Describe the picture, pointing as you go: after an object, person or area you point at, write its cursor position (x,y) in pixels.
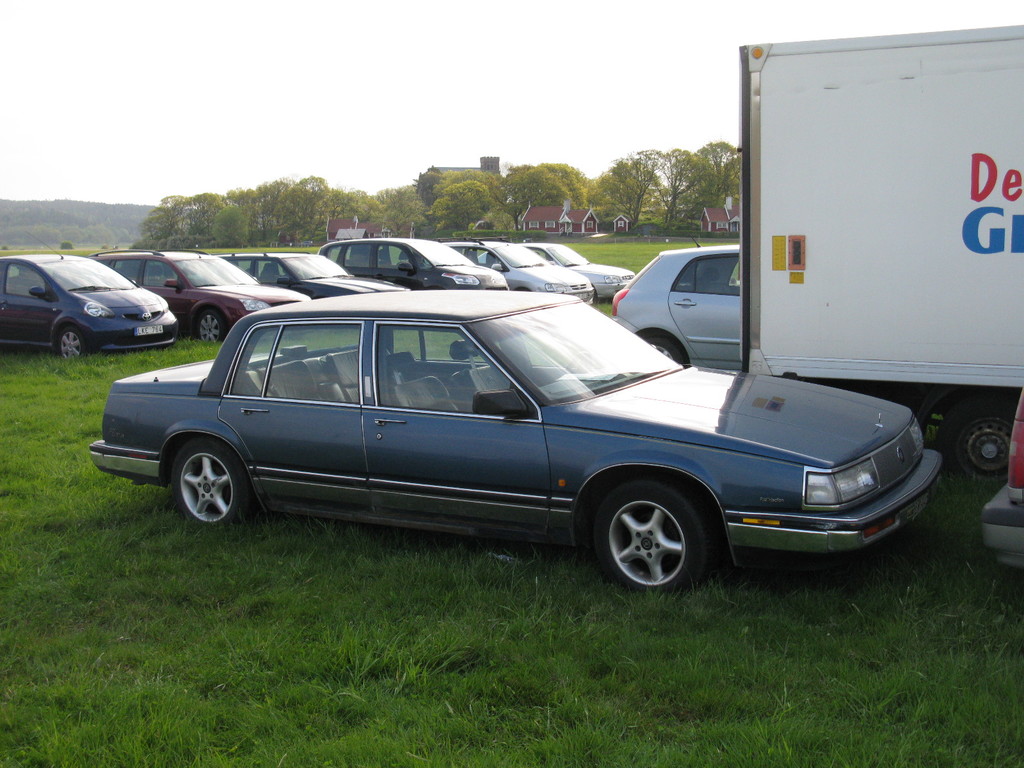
In this image we can see cars (391,349) are parked on grassy land (319,590). Right side of the image (874,174) one truck (880,230) is there. Background of the image (625,209) trees (211,212) and houses (619,221) are present. At the top of the image (250,33) sky (172,74) is there.
